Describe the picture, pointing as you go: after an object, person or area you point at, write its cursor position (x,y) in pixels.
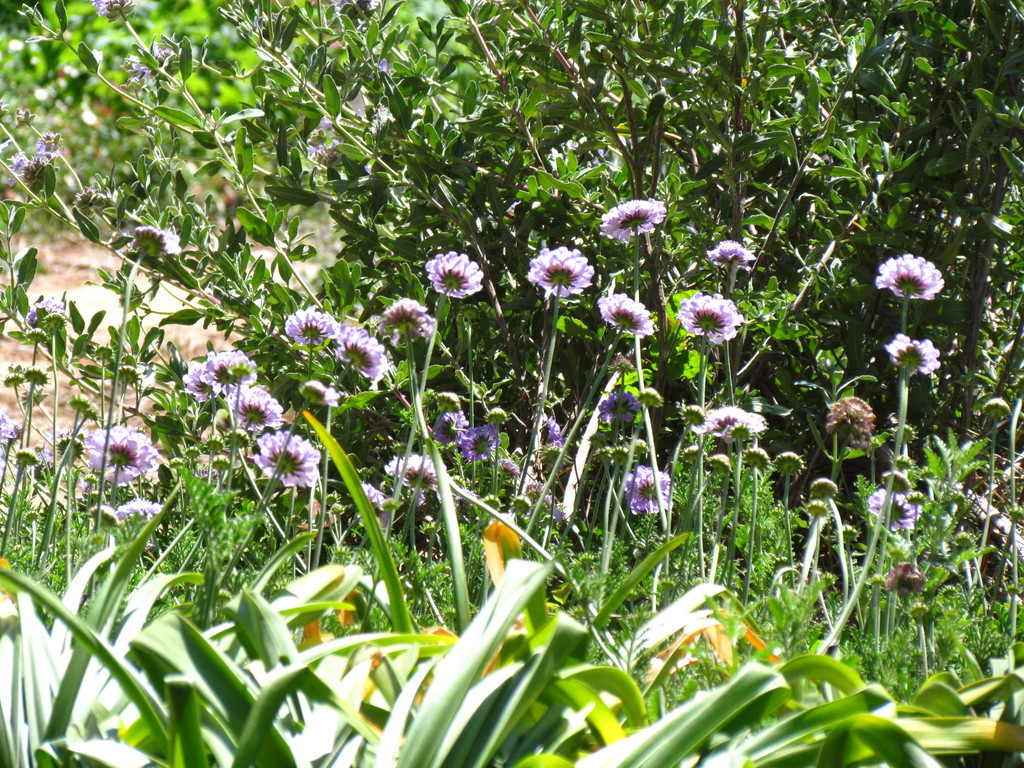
In this image we can see flowers (713,430), ground (160,280), and plants (474,329).
